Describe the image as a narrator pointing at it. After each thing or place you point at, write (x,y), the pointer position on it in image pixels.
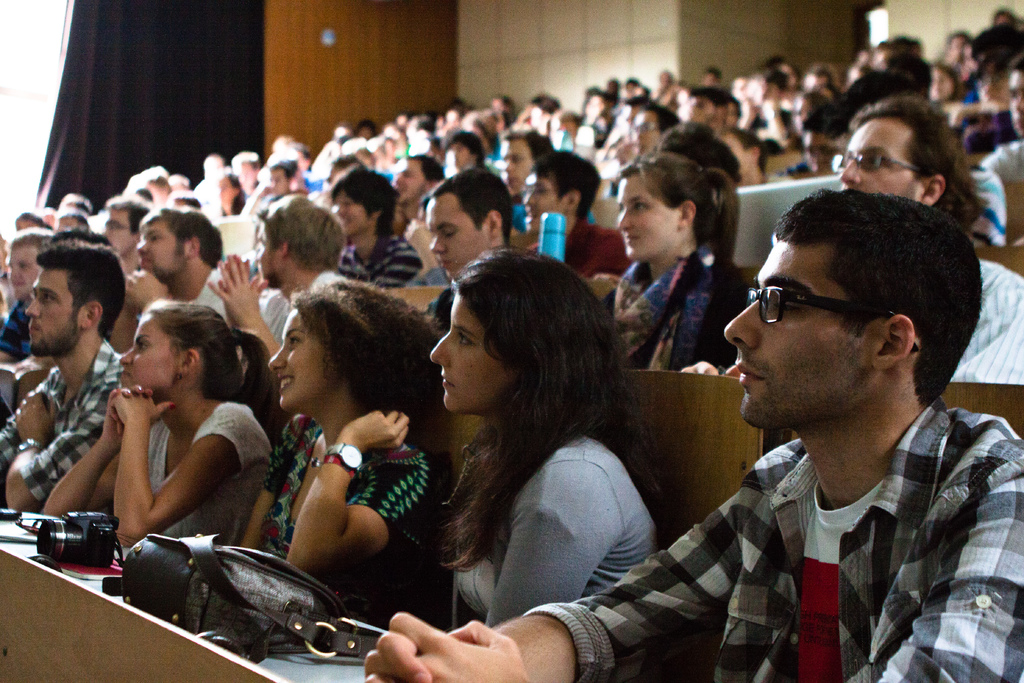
In this picture we can see some people (551,346) are sitting in front of desks (169,628), at the left bottom (94,541) we can see a camera (50,533) and a bag (143,576), a man (836,459) on the right side (848,474) wore spectacles (784,299), in the background (139,93) we can see a curtain (181,53).
